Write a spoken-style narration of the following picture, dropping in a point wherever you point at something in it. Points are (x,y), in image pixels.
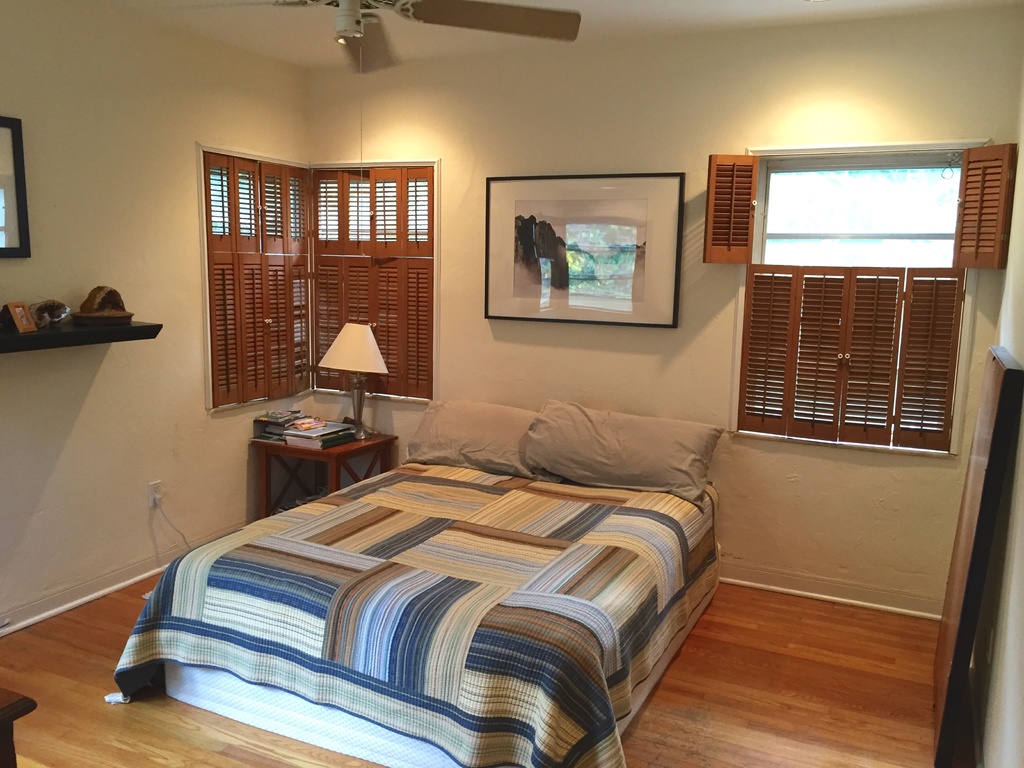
In this picture I can see windows (869,336) and couple of photo frames (530,196) on the wall (77,206) and I can see a bed (331,609) and couple of pillows (556,428). I can see a table lamp (379,353) on the table (315,464), a ceiling fan (546,25) and few items (74,315) on the shelf (76,342) and It looks like a table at the bottom left corner of the picture (15,695).
